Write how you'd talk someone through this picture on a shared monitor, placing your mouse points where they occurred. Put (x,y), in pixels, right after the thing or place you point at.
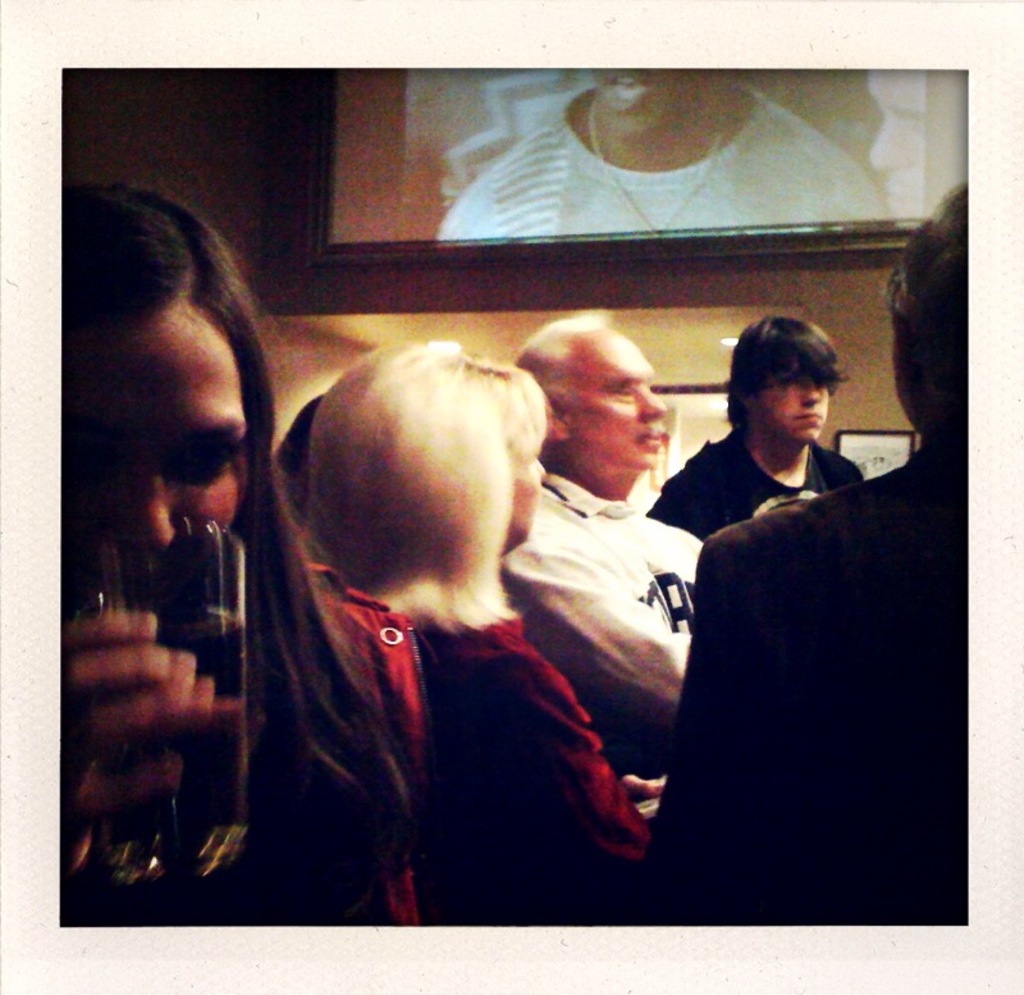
In this image I can see group of people (552,738). In front (262,742) the person (274,755) is holding the glass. In the background (633,115) I can see the screen (717,190).
